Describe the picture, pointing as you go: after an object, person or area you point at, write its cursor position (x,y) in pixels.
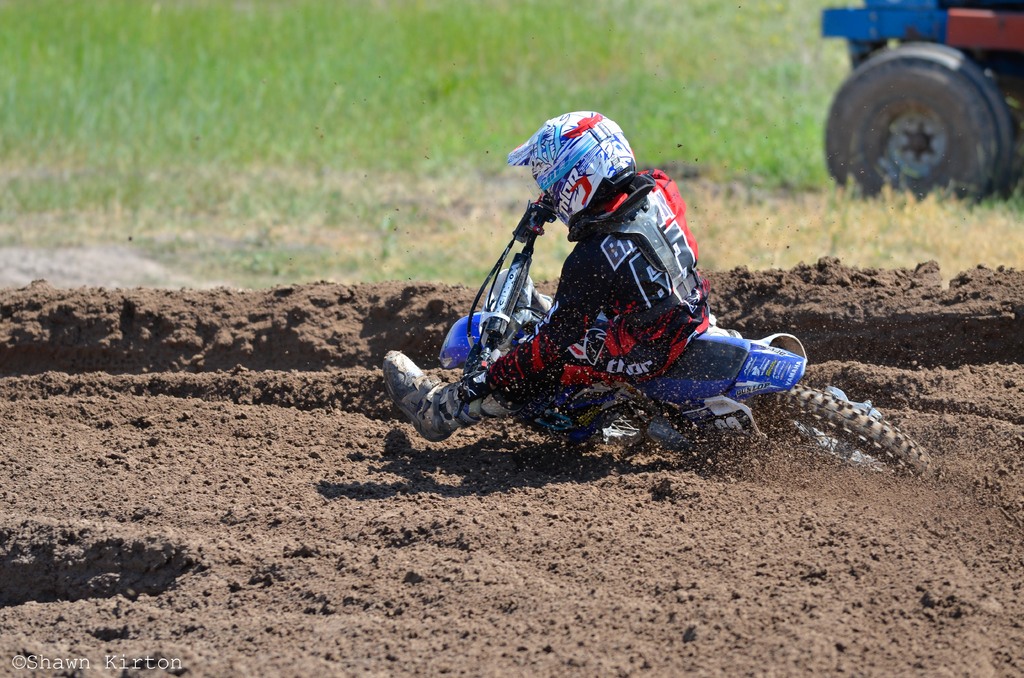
In this image I can see the person (679,312) with the bike (777,375) on the mud (599,534). The person (570,313) is wearing the black and red color dress (573,373) and also helmet (575,198). To the side I can see the vehicle (853,79) and the grass (526,48).
